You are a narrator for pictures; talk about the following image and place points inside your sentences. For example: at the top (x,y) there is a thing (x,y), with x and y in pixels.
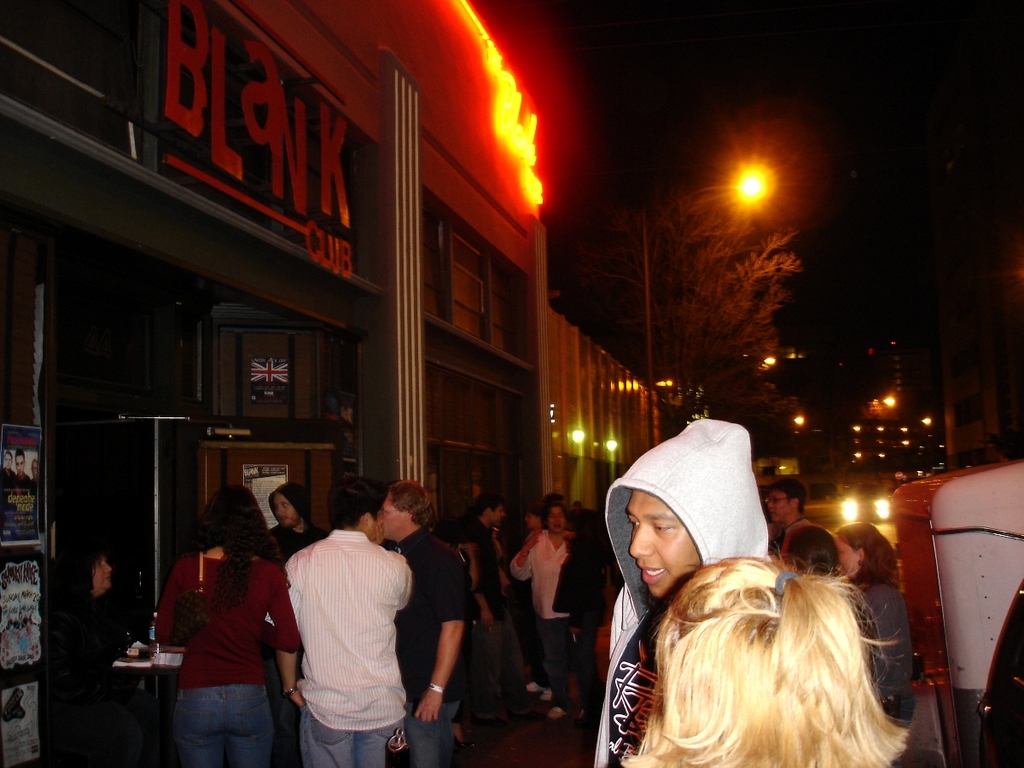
In this picture there is a man (711,491) who is wearing hoodie (678,472), beside him we can see a woman's head (778,742). On the right (963,673) we can see cars (998,541) on the road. On the left (221,559) we can see the group of persons (252,556) were standing near to the bar (401,460). At the top (674,98) we can see the darkness (621,211). At the top left (203,29) we can see the bar name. In the background (636,237) we can see street lights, trees (752,378) and buildings (920,398).
